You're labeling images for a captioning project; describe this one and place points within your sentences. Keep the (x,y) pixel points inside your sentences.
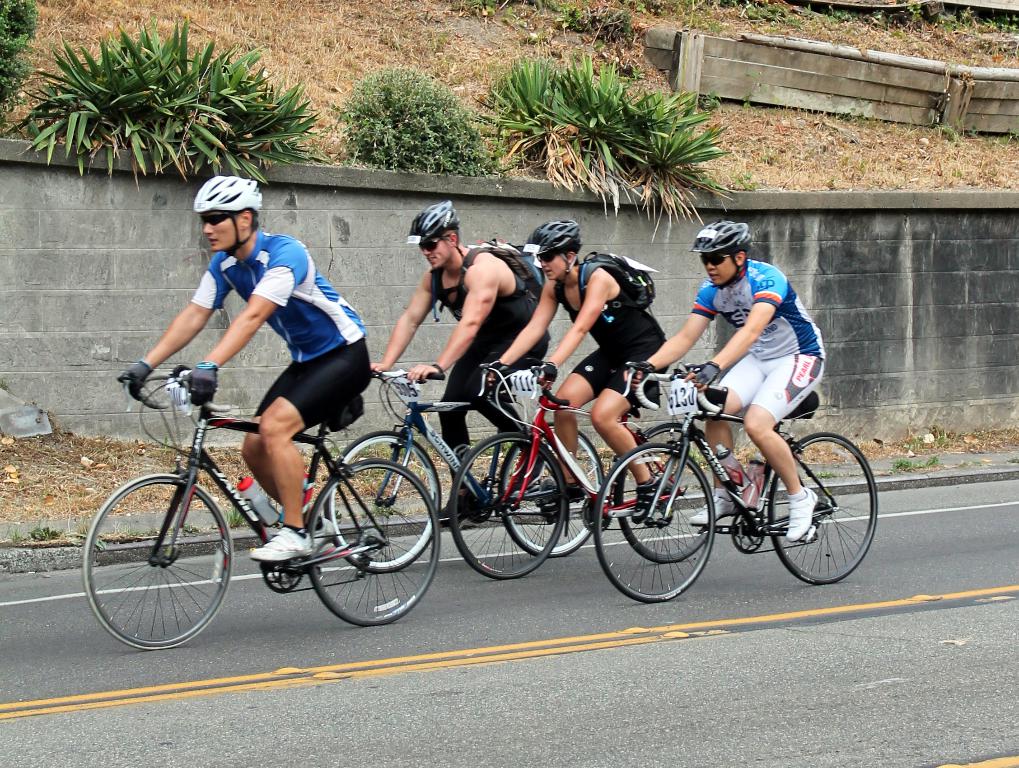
This picture shows four men (221,180) riding bicycles (239,423) on the road (92,756) and we see few plants (178,143) on the side.
